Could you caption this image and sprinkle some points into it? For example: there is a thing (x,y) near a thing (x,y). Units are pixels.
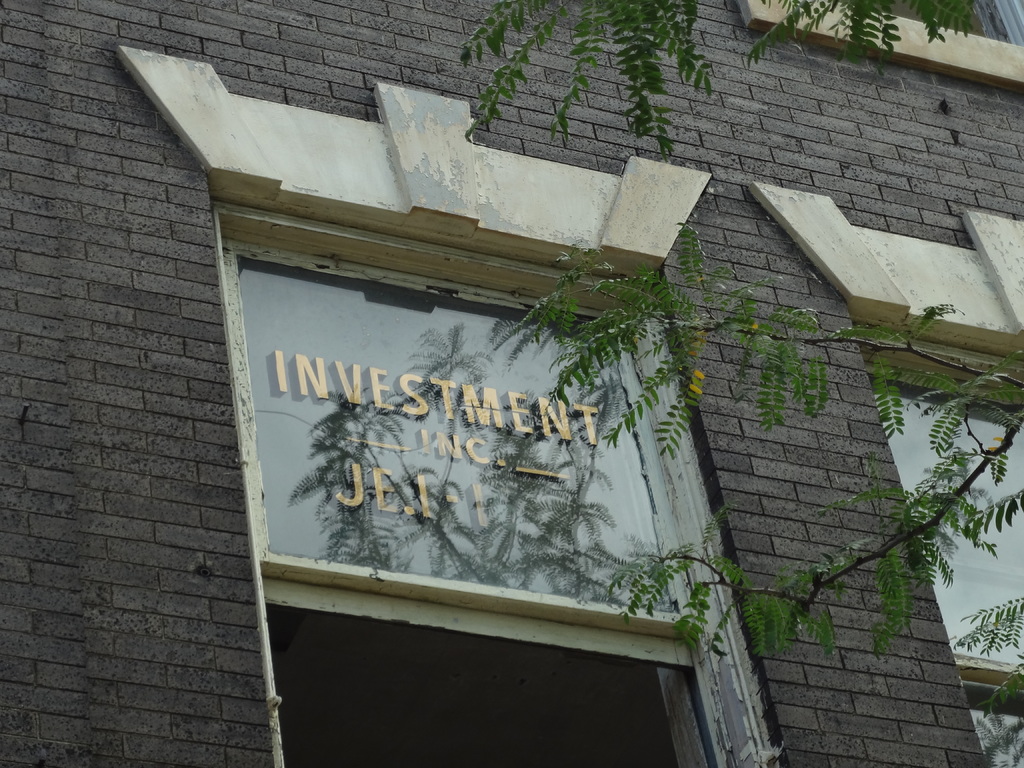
In the image we can see the brick wall (205,370), window (399,417) and text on the glass (410,448) of the window (404,486). Here we can see the leaves (896,566) and on the window (316,345) we can see the reflection (327,357) of leaves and the sky (304,328).
